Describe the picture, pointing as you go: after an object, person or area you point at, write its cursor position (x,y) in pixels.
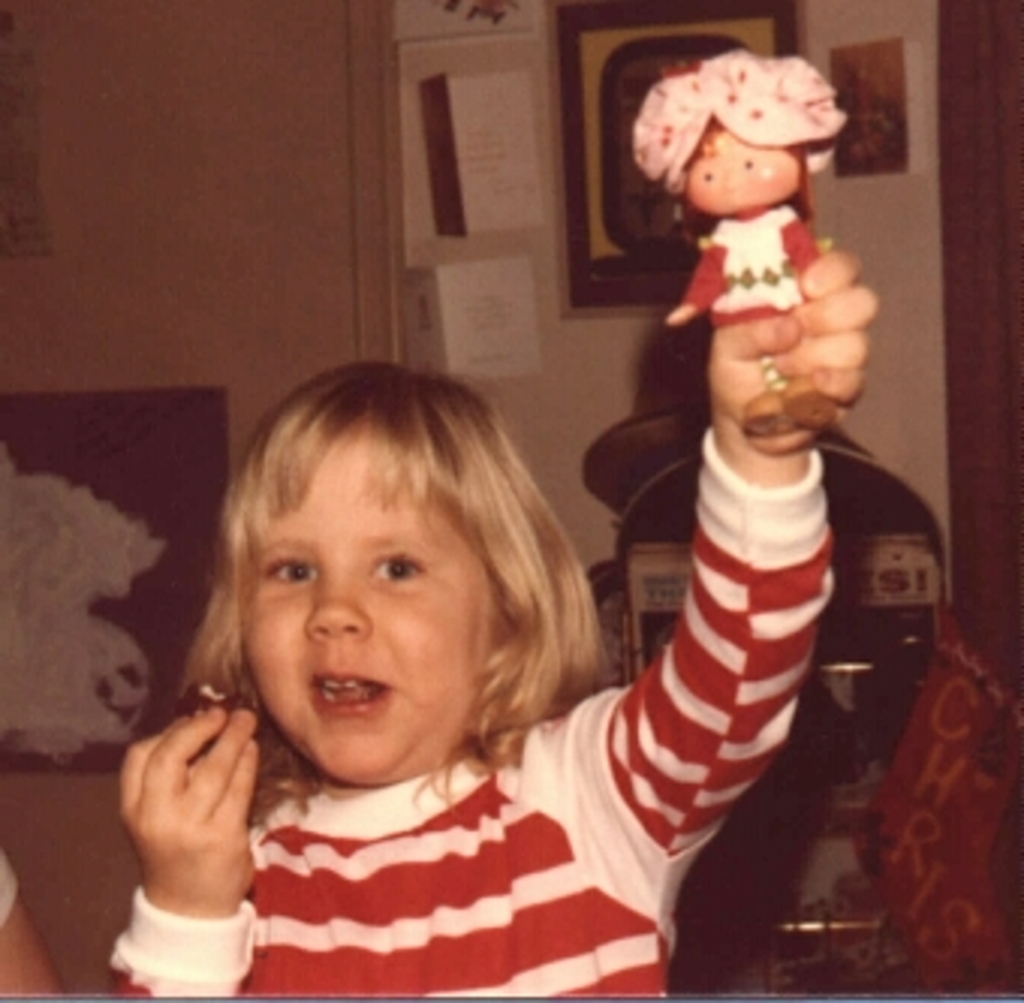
In this image we can see a girl (376,792) is wearing the red color dress (374,831), and holding a toy (714,200) in the hands (143,750), at back (110,792) here is the wall (298,341).
